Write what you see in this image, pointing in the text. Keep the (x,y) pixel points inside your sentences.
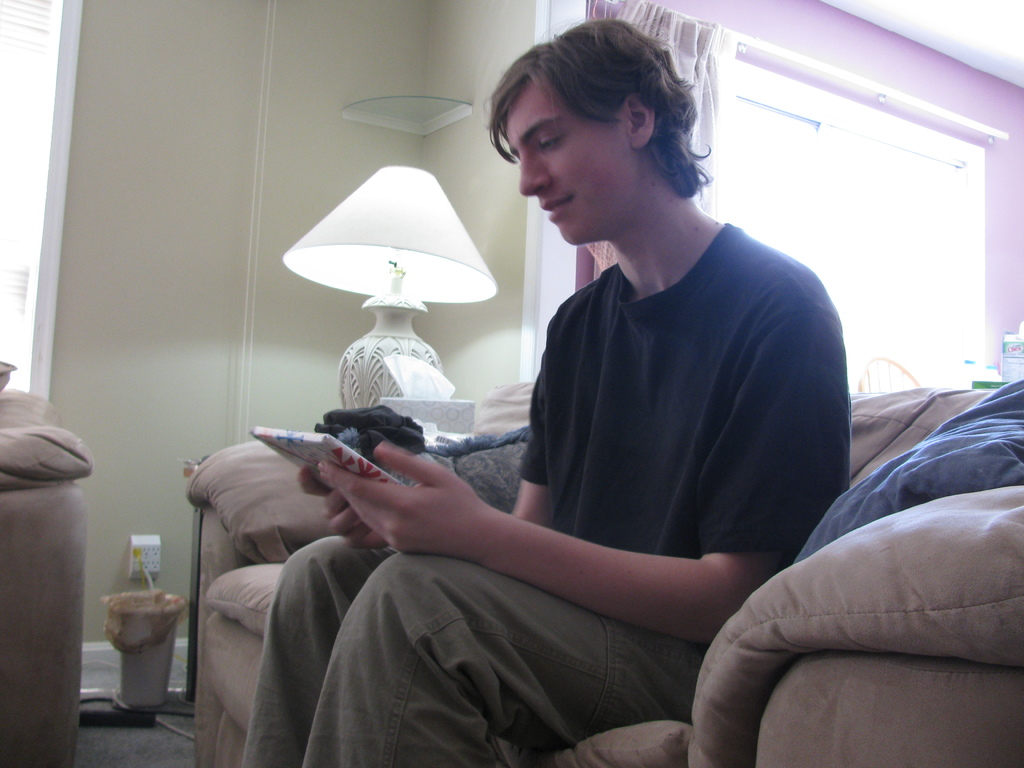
In this image, we can see a person (354,525) holding some object (365,474) is sitting on the sofa (760,667). We can see the ground (191,755) with some objects (159,643). We can also see some objects (74,541) on the left (48,523). We can see the wall (162,288) and a curtain (662,17). We can see some windows (725,206) and a lamp (460,283). We can also see some objects (965,441) on the right (971,441).
